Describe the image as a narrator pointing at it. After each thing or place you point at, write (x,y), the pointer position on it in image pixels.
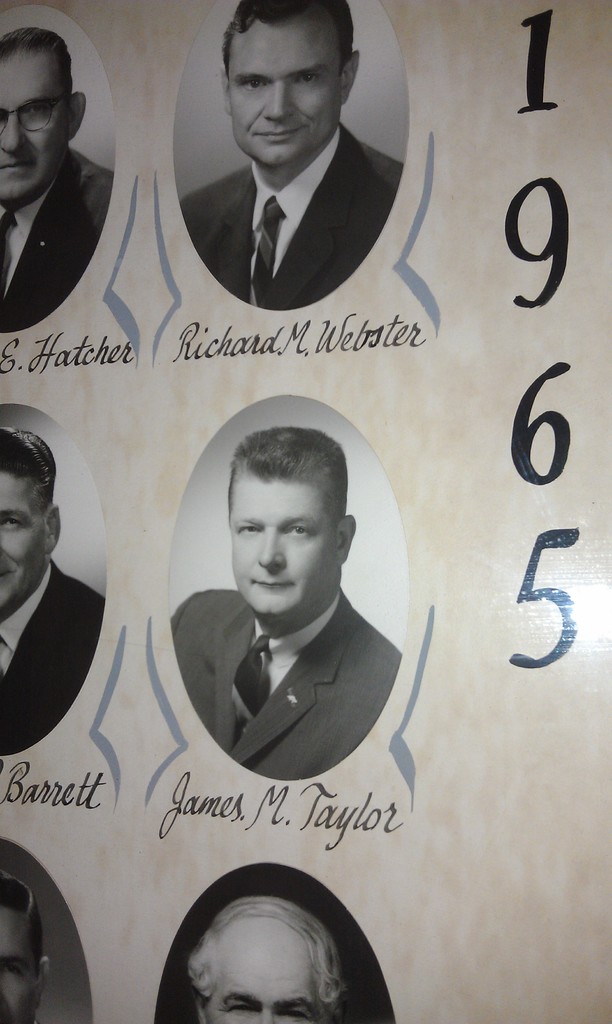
In this image there are photos (201,562) of people (248,485) with their names (397,333), and there are numbers (518,459) on the paper (497,937).
